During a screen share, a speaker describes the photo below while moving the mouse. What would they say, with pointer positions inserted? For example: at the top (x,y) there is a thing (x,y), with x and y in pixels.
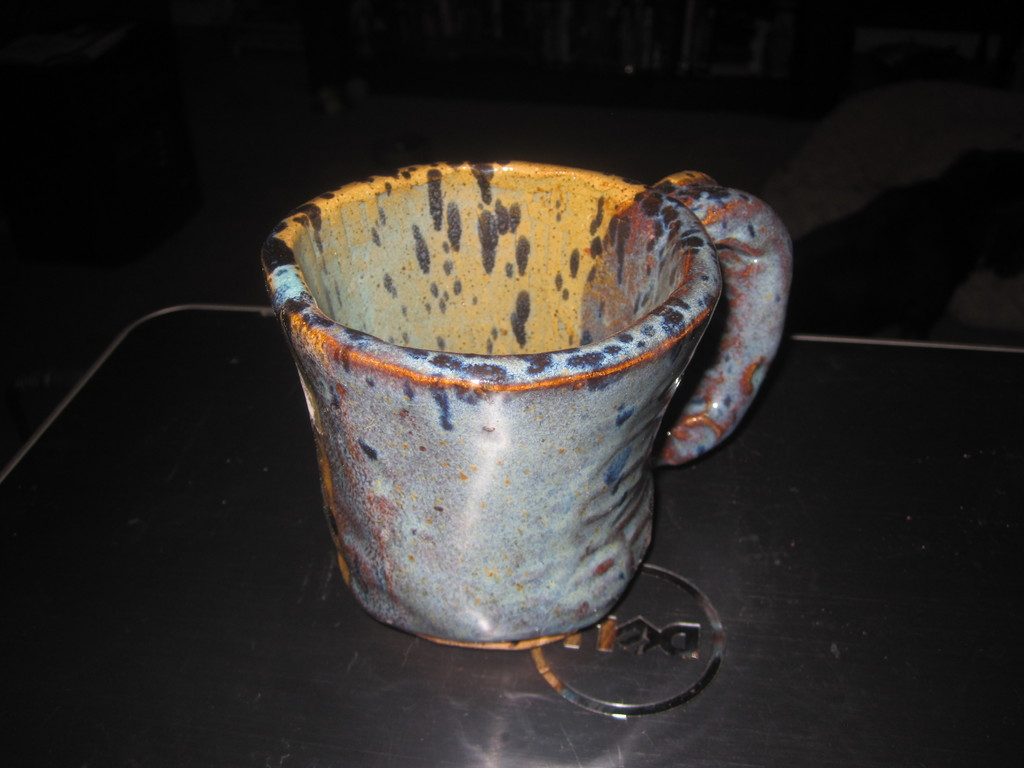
In this picture we can see a colorful cup (477,388) on a black object (455,678) and behind the cup (468,357) there is a dark background (935,169).
